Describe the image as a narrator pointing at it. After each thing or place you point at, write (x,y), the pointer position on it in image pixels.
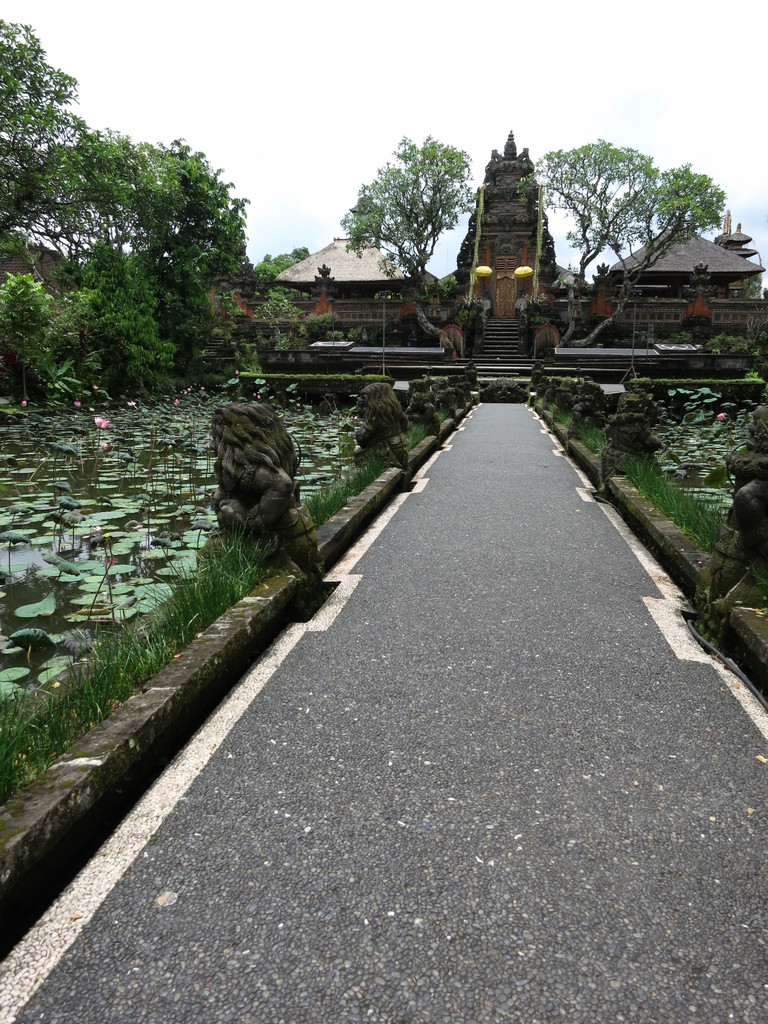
In this picture I can see the road (490,742) in the middle (480,624), there are statues (310,536) and plants (181,457) on either side of this road (441,592). On the left side (109,568) there is water (191,458) and there are trees (203,286), in the background (327,251) they are looking like monuments (491,329). At the top (415,83) there is the sky (371,92).
